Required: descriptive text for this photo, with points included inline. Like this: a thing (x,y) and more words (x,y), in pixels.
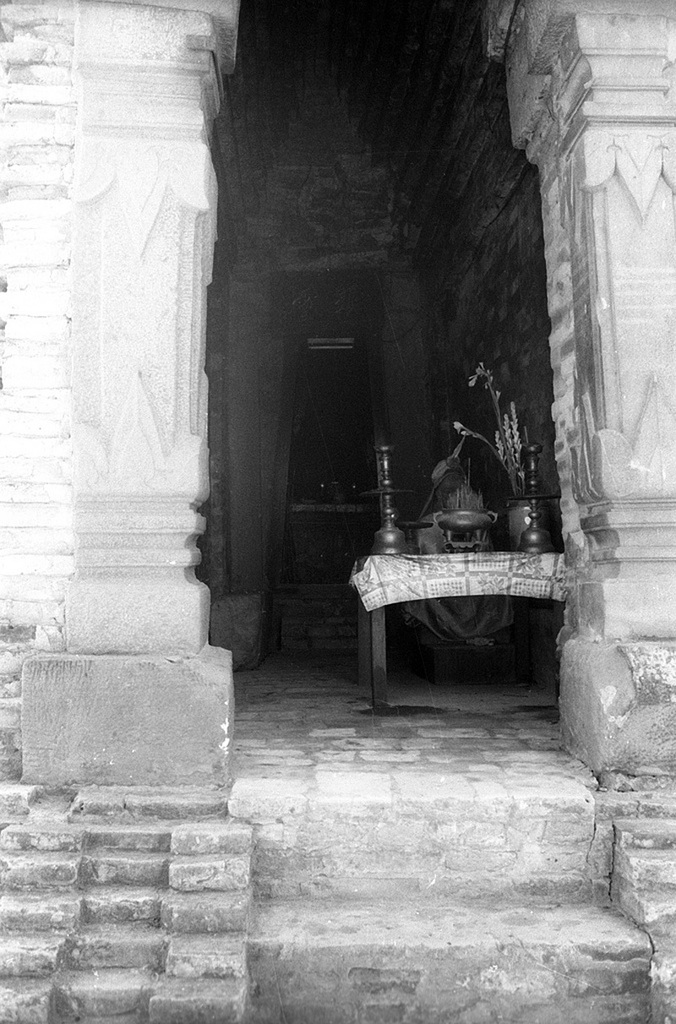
This is a black and white picture. in this picture there are staircase (251,900) and a building (141,85). In the center of the picture (412,573) there is a table (442,570), on the table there are some steel utensils (453,514). In the background (326,448) there is door (362,402).
